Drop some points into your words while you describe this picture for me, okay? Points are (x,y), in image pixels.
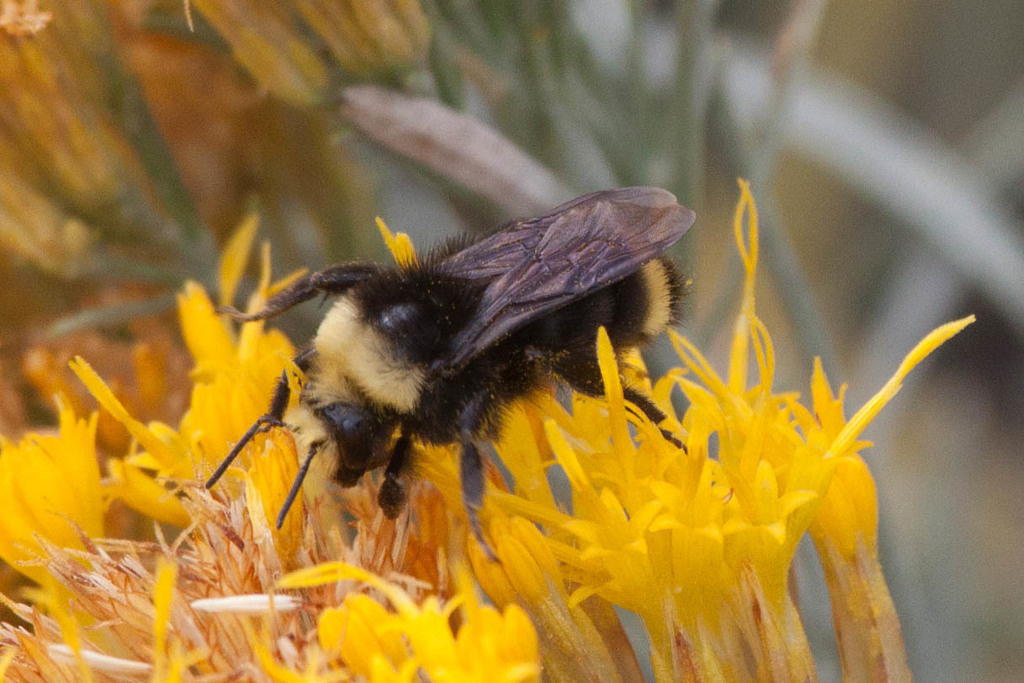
In this image I can see an insect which is in black and cream color and the insect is on the flower (700,575), The flower (399,590) is in yellow color and I can see blurred background (949,262).
